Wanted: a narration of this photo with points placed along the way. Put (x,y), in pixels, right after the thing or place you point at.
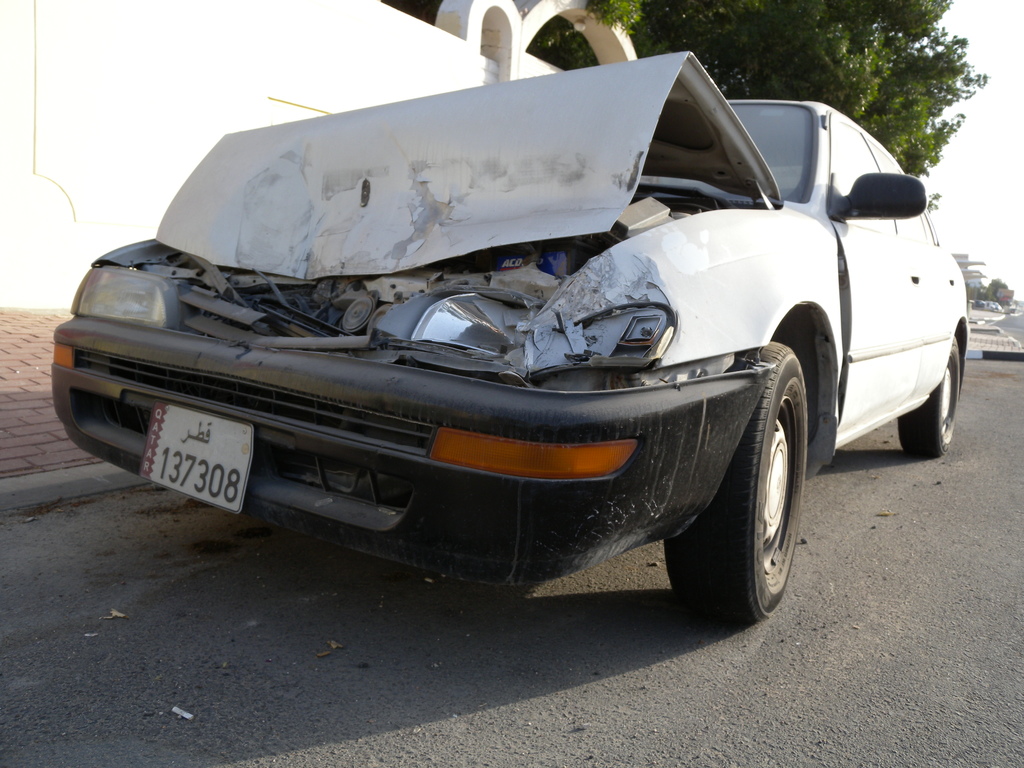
In this image I can see a crashed car (831,223) and I can see a name plate (183,456) attached to the car (549,378) and at the top (749,26) I can see tree (914,26) and the wall (109,49) and car (1013,305) visible on road (963,494).
